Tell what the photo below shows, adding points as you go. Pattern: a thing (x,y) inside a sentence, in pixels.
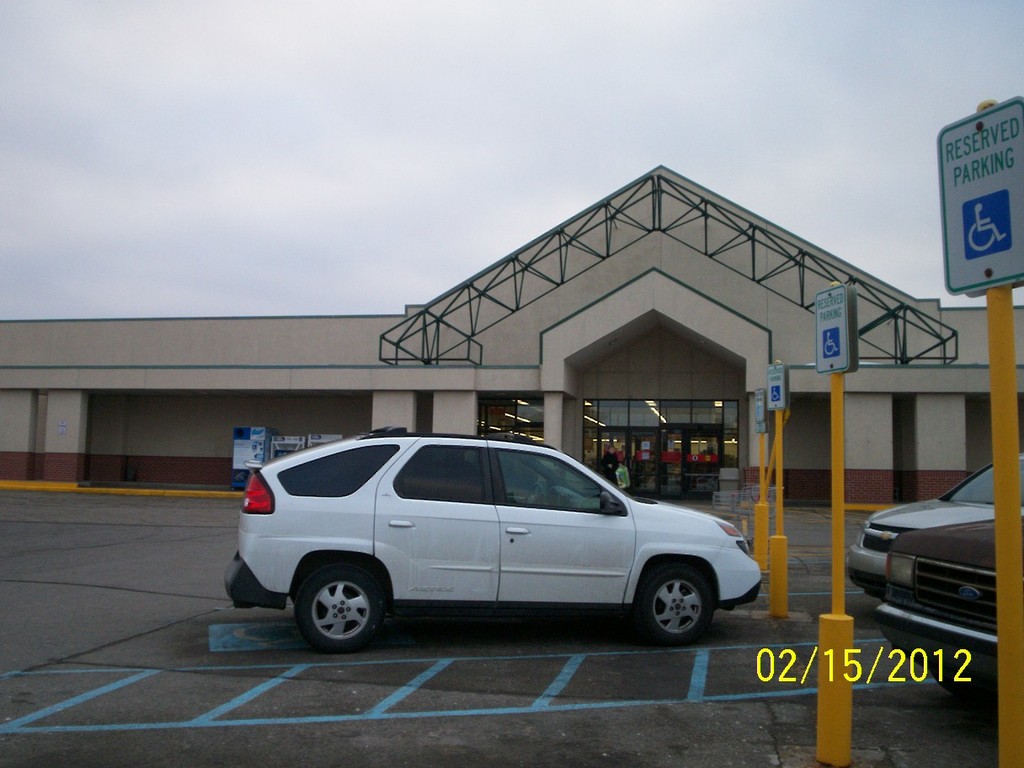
In the image I can see a building (681,456) and a car (478,606) in front of it and also I can see some poles (1004,305) to which there are some boards (823,294).
